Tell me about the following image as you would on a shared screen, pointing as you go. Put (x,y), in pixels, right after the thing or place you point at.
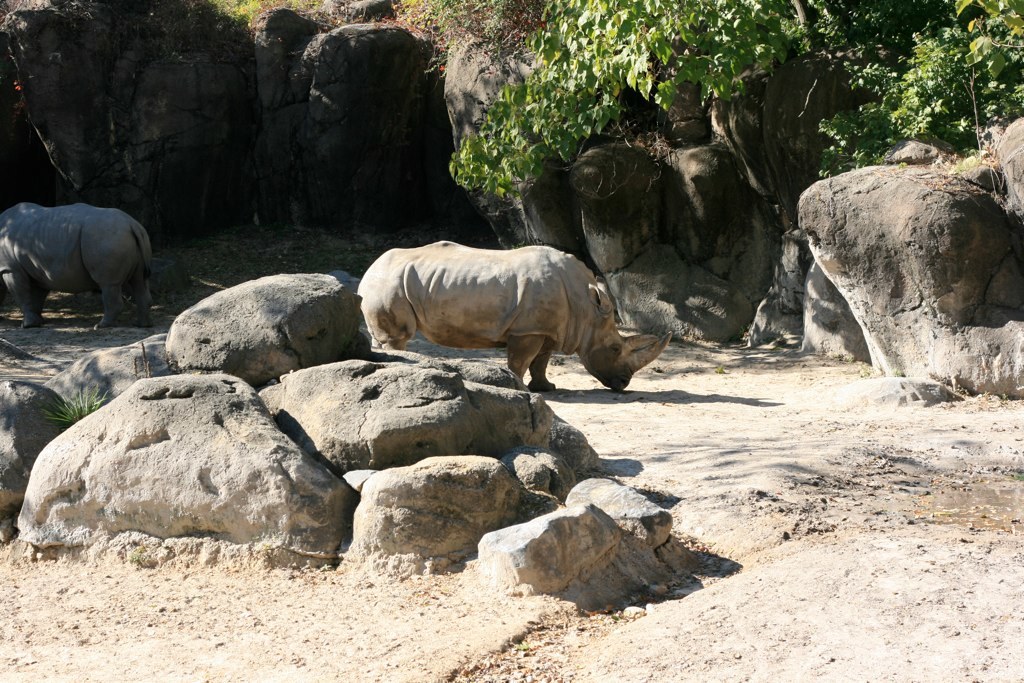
This image consists of two animals (522,374) on the ground (663,441), rocks (461,394), trees (659,102) and grass (469,46). This image taken, maybe during a day.
